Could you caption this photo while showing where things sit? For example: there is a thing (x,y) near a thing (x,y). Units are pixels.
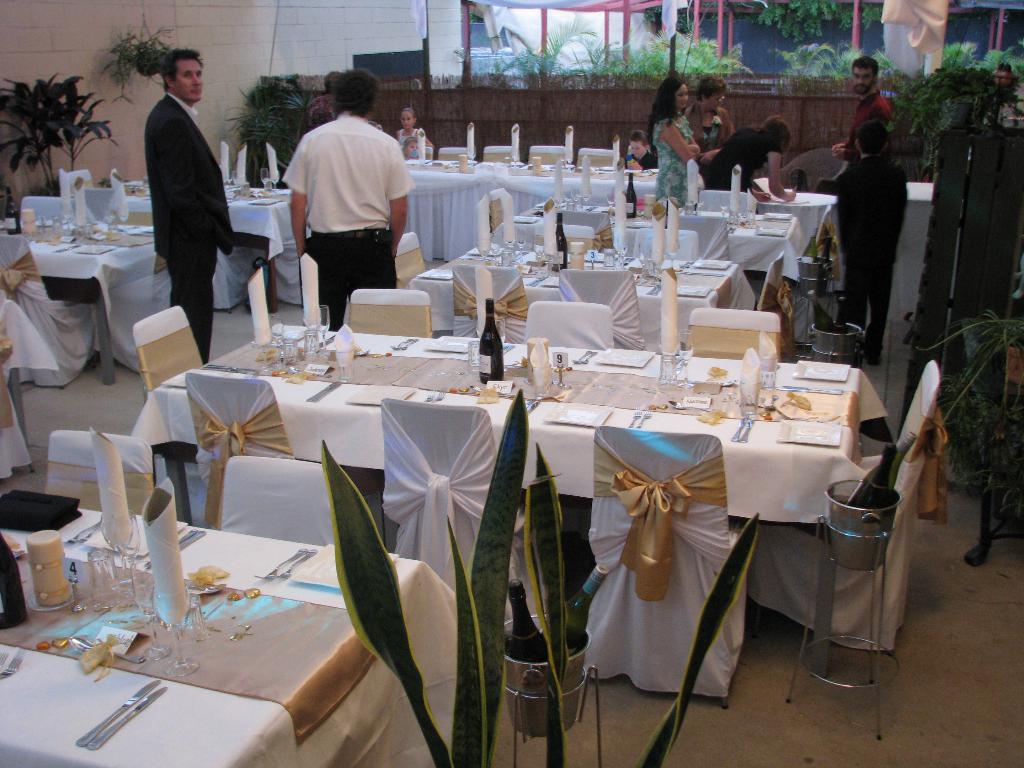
In this picture we can see so many tables (68,698) and chairs (459,461). On the table (297,605) we can see spoons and forks (412,342) and also bottle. This is a floor (800,672). Here we can see few persons (353,141) standing and few persons (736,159) sitting on the chair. On the background (624,67) we can see plants (716,56). This is a wall (198,30).
